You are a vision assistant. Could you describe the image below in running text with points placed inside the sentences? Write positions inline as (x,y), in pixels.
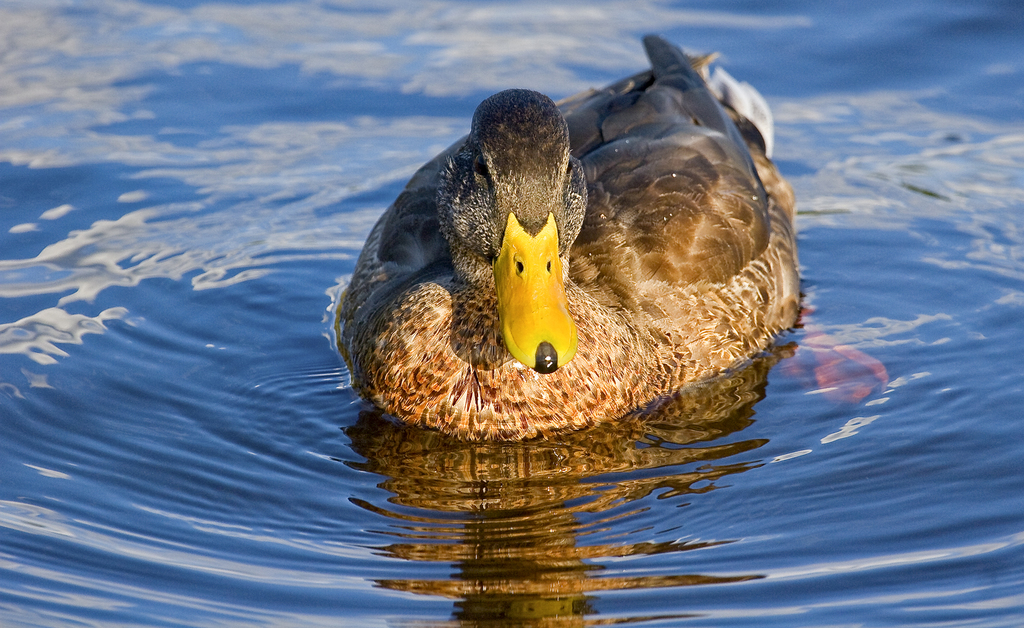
This picture shows a duck (553,211) in the water (915,356) it is black and brown in color.
